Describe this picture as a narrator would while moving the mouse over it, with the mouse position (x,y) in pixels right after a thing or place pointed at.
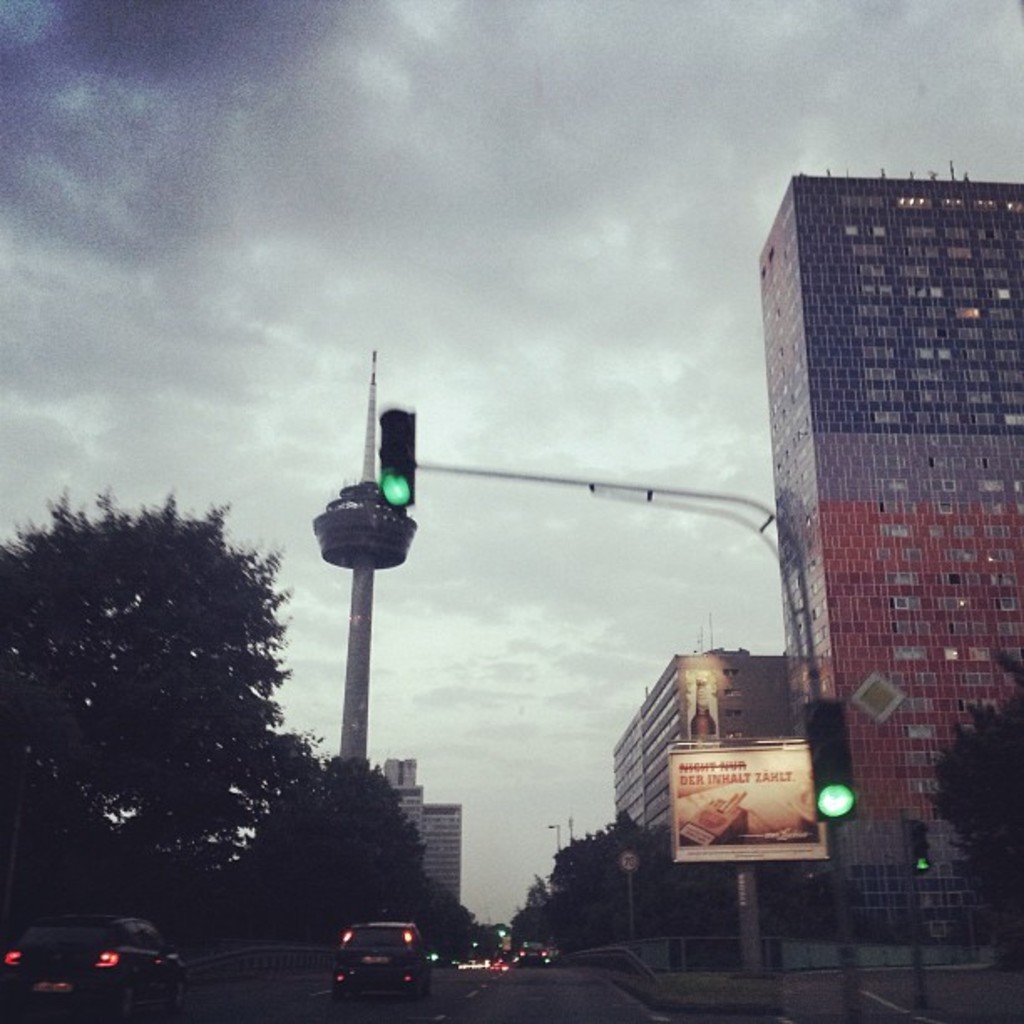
In this image I can see some vehicles (394,964) on the road (368,999). On the left side (170,749) I can see the trees (172,775). On the right side (775,663), I can see the buildings (743,709). In the background (416,276), I can see the sky (390,267).
